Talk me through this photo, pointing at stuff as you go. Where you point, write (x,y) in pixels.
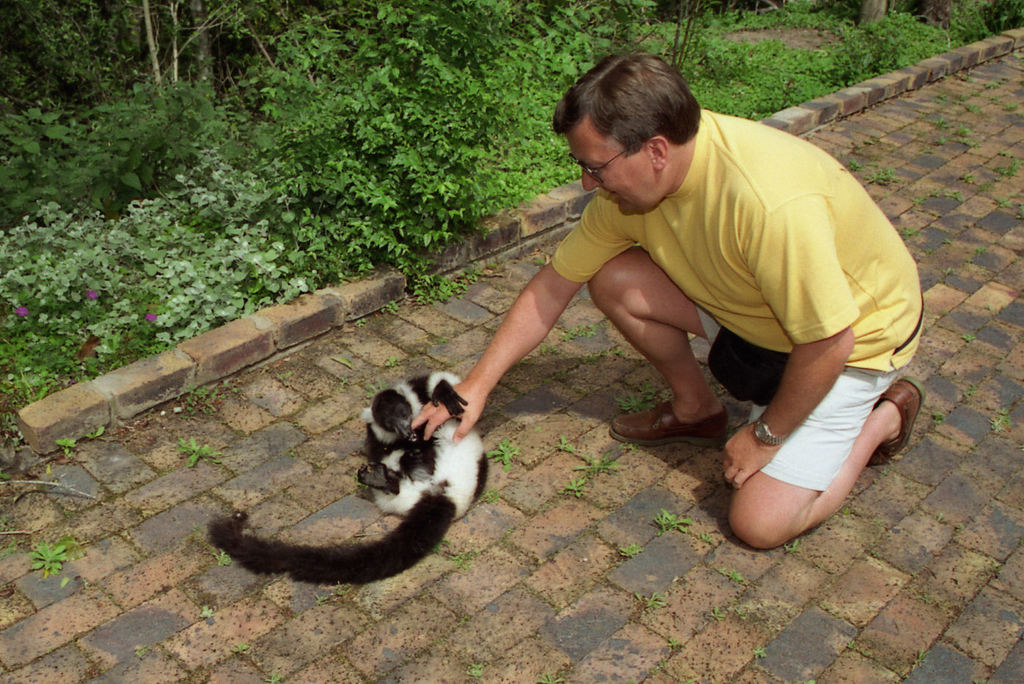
In this image I can see man (712,289) is touching an animal (435,443). The man (751,293) is wearing a yellow color t-shirt (758,279), shorts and shoes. Here I can see grass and plants (296,138).
